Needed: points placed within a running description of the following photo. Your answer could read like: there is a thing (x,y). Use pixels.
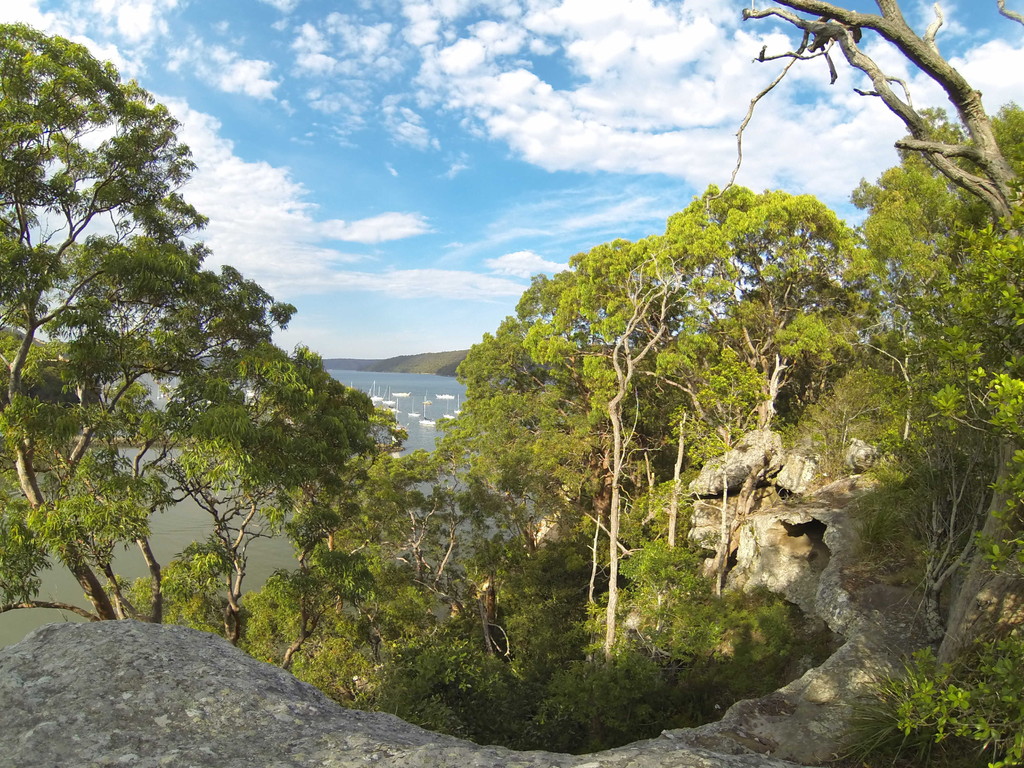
In the foreground (599,464) I can see trees (535,561), mountains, rocks (813,590), grass (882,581) and fleets of boats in the water (433,430). In the background (427,126), I can see the blue sky (442,113). This image is taken may be during a day.
